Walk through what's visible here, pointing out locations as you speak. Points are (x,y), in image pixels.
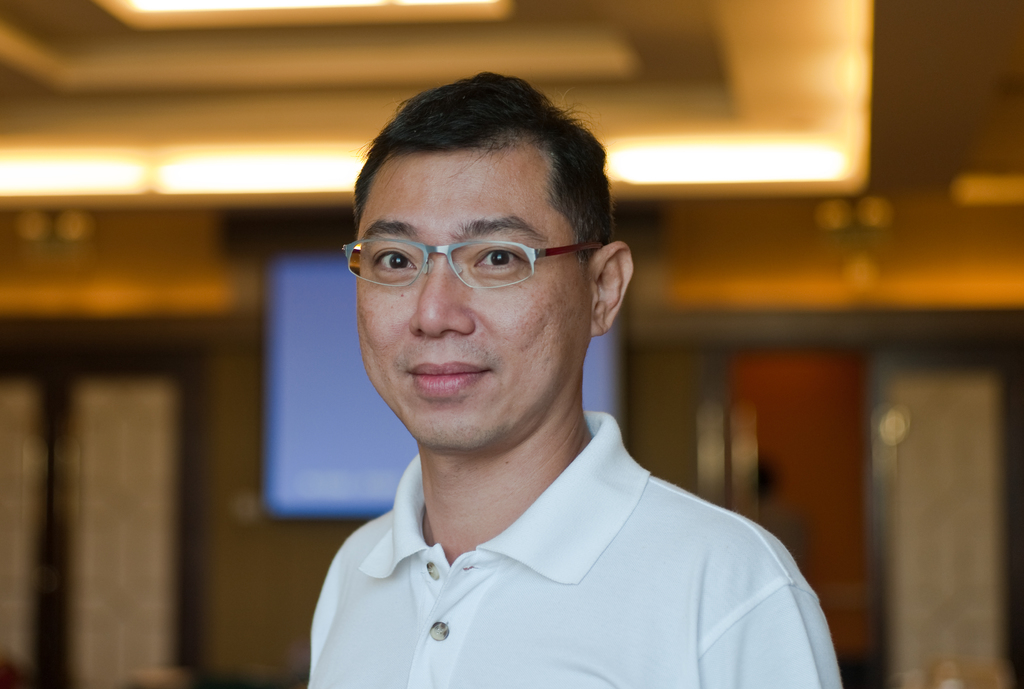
In this image we can see a person (374,601) wearing white T-shirt (351,557) and spectacles (562,247) on his face (512,288) is smiling. The background of the image (307,461) is slightly blurred, where we can see the board (294,450) and the wall (236,577).
